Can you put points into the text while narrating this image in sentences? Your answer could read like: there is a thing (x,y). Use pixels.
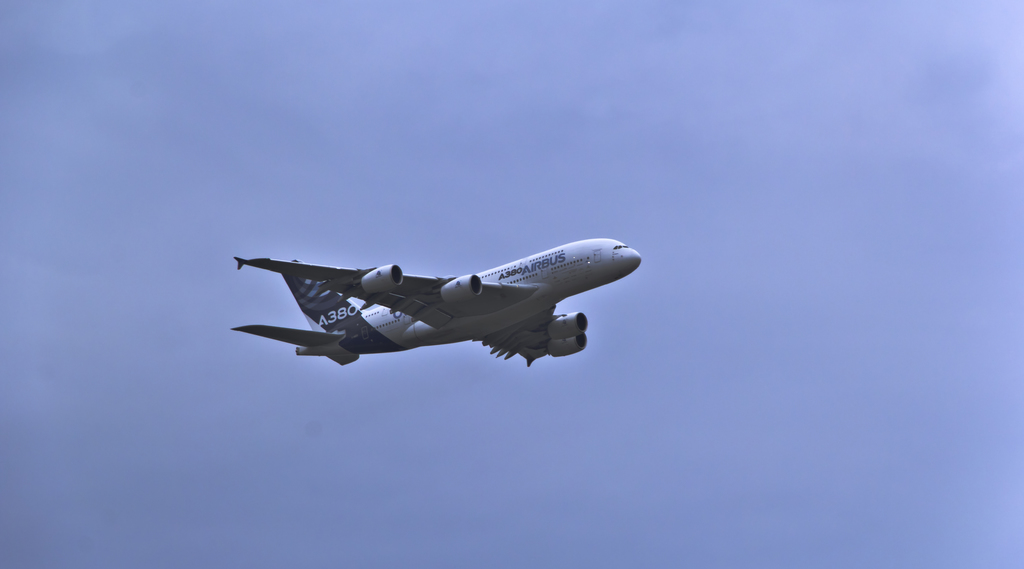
In this picture we can see an airplane (559,327) flying in the air (524,152), we can see the sky (551,71) in the background (579,56).
